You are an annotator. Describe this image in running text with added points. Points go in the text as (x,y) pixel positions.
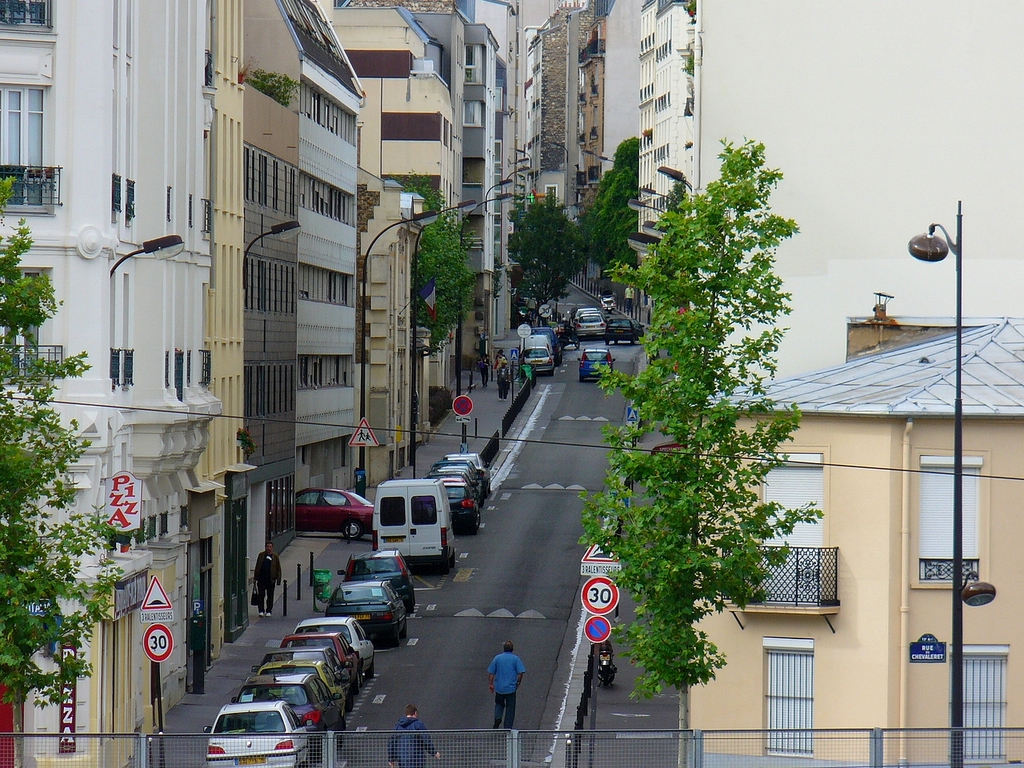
On the left (213,194) and right side of the image (684,159) there are buildings (462,171) and trees (617,499). In front of the building (20,146) there are so many vehicles (427,505) and few people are walking on the road (530,578). At the bottom of the image (385,743) there is a net fence (638,736) and there are a few sign boards (171,635), poles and street lights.
